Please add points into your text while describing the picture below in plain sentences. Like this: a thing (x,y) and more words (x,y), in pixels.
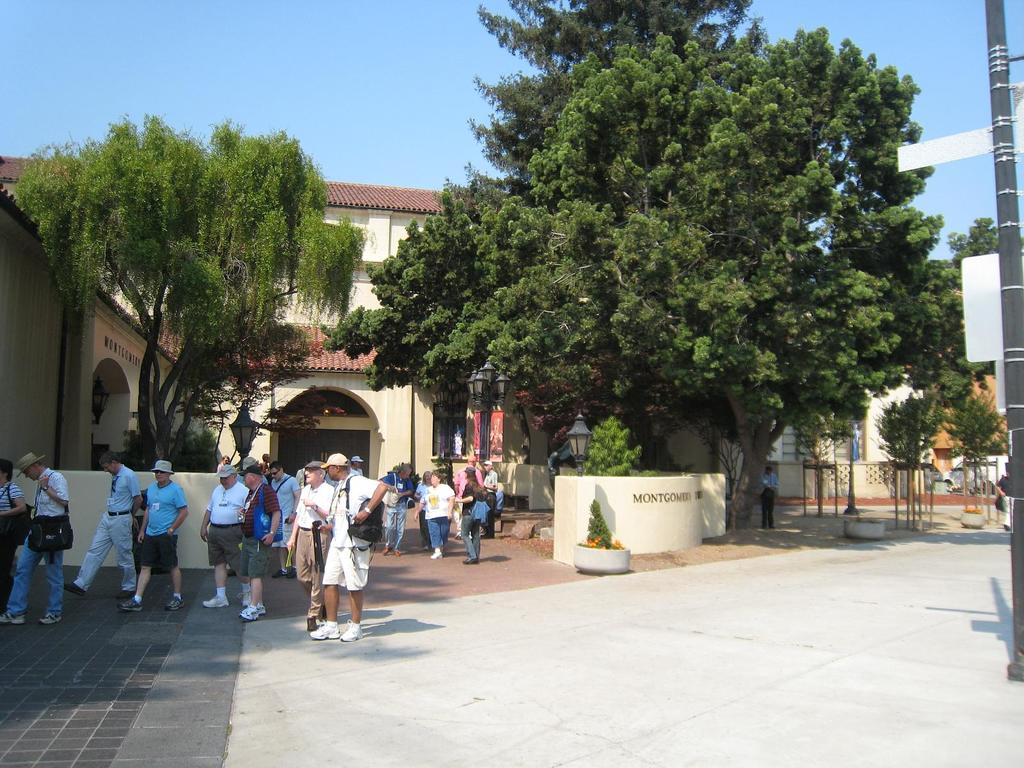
In this image, we can see people (249,506) wearing caps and in the background (493,271), there are trees (471,265), poles (1014,259), flower pots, lights (575,434) and we can see some stands (909,500). At the bottom (491,709), there is a road (525,684) and at the top (335,111), there is sky (331,114).
